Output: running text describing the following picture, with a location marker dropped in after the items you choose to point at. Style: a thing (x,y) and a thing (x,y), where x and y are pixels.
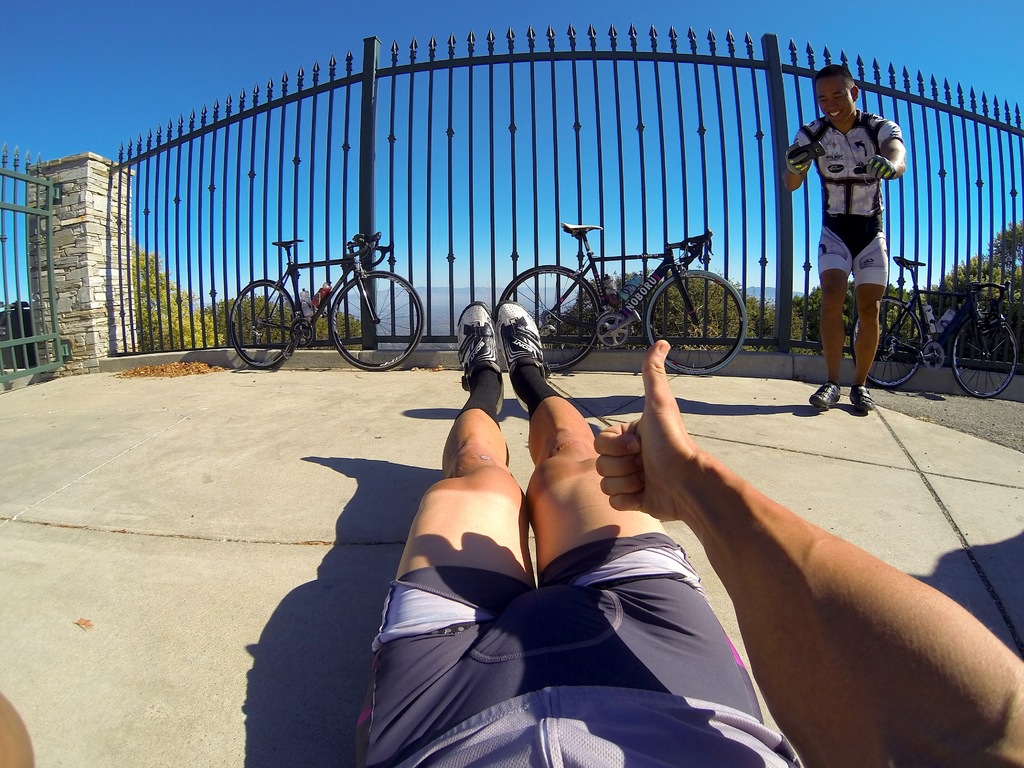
In this image I can see the person (834,192) is holding the camera (794,147) and an another person (513,681) is lying. In the background (167,117) I can see the gate (782,143), few bicycles (313,320), trees (146,306) and the sky (96,120) is in blue color.
